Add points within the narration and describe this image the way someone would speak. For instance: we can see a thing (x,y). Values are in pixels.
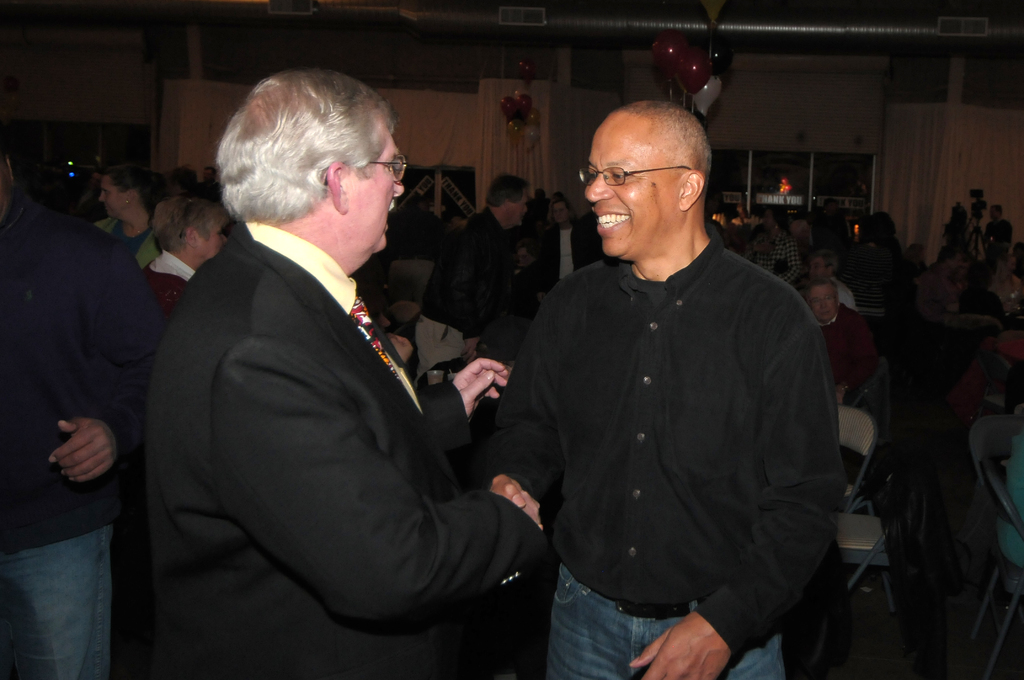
This picture seems to be clicked inside the hall (214,63). In the foreground (514,467) we can see the two persons (354,351), standing and shaking their hands (528,513). In the background (680,10) we can see the group of persons (470,299) and we can see the chairs (988,442) and the group of persons (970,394) sitting on the chairs (996,424) and we can see the curtains (549,119), balloons (703,71), duct (765,26) and many other objects (824,192).
